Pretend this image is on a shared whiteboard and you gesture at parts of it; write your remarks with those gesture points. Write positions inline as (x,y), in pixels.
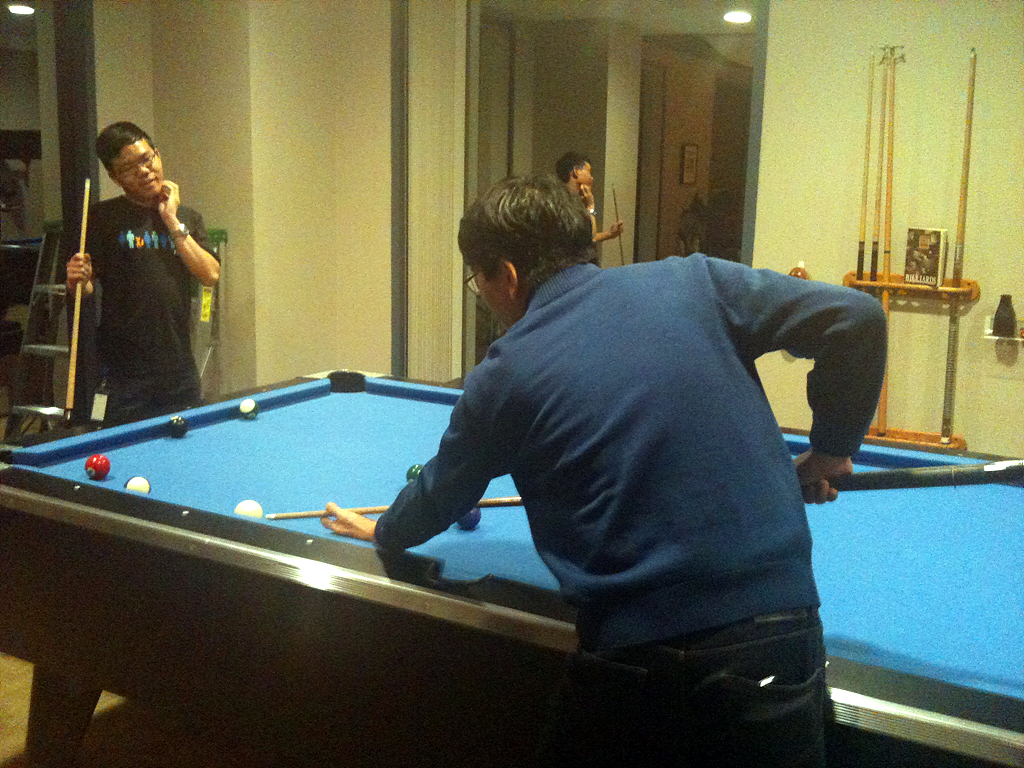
In this picture there is a light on the roof (735,24). There is a man (154,309) who is wearing a black shirt (140,269) and is holding a stick (75,332) in his hand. There is a pool table (181,544). In this there are seven balls (129,485). There is a man (628,364) who is wearing a blue shirt (591,412) and is holding the stick (365,513) and is hitting a ball (255,516) with the stick (276,514). There is also another man (592,183) who is holding a stick (618,216). There is a bottle (1012,313). There are some sticks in the rack (904,286). There is a book (920,268). There is a frame (689,172) on the wall (682,192).
